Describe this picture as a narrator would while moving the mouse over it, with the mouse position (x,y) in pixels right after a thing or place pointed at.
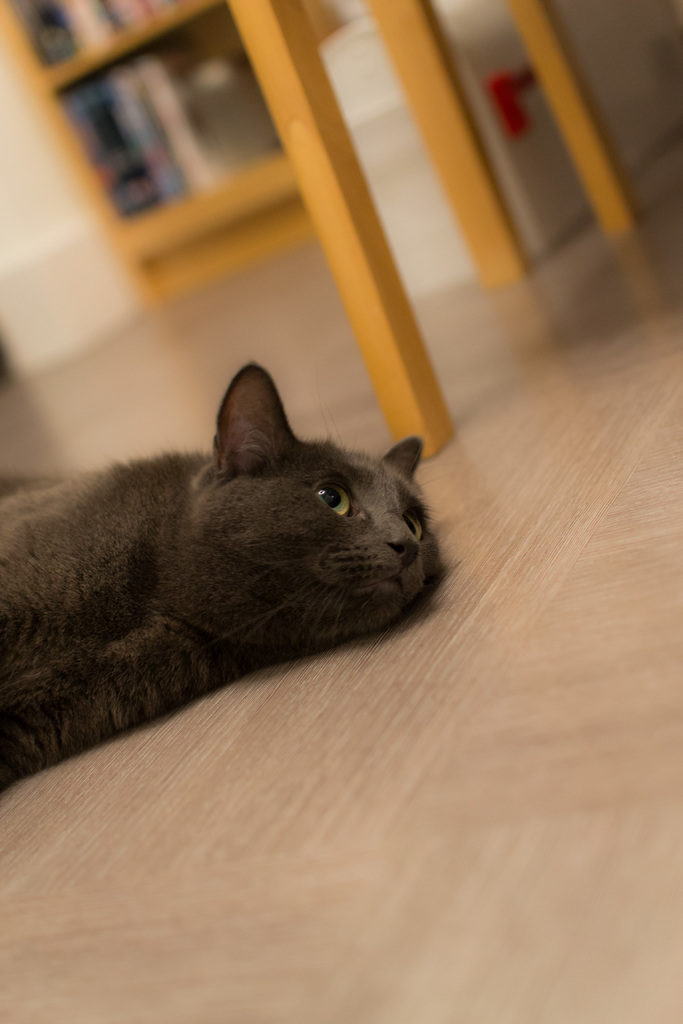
In this image we can see one animal (296,609) on the floor (641,655), beside there are few wooden objects (520,9).
